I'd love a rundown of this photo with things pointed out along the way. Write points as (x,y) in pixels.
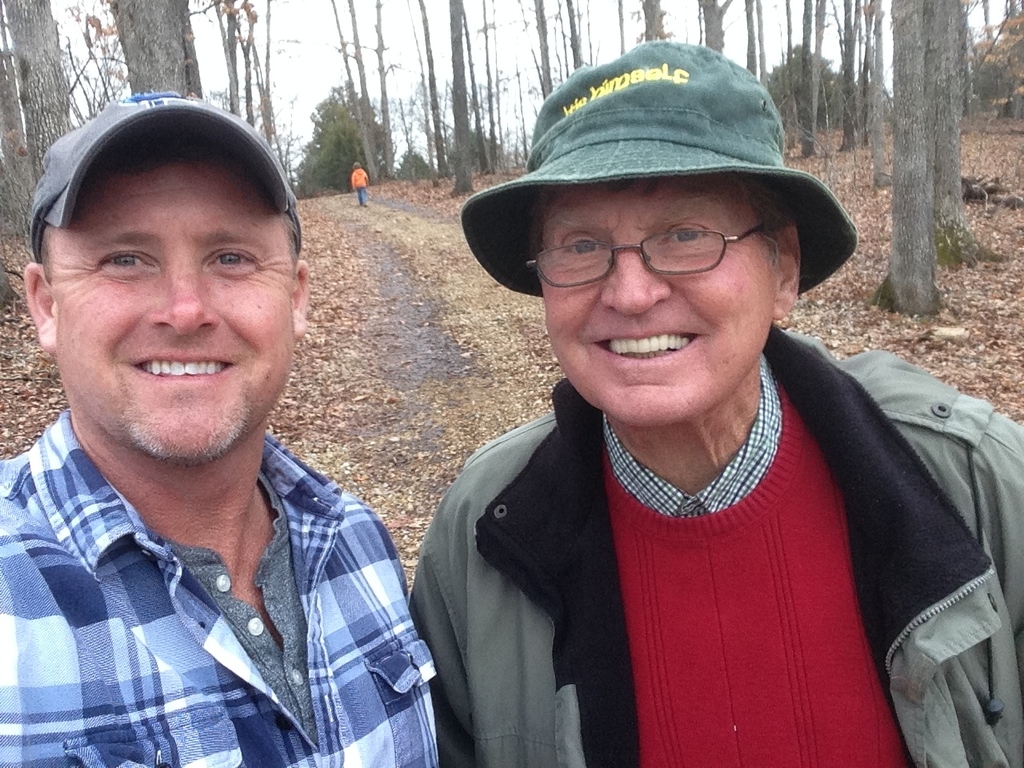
In the foreground of this image (501,691), there are two men (539,686) wearing hats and having smile (681,359) on their faces (669,370). In the background (180,28), there are trees (844,91), sky (420,90) and a boy (363,174) walking on the path (380,225).
